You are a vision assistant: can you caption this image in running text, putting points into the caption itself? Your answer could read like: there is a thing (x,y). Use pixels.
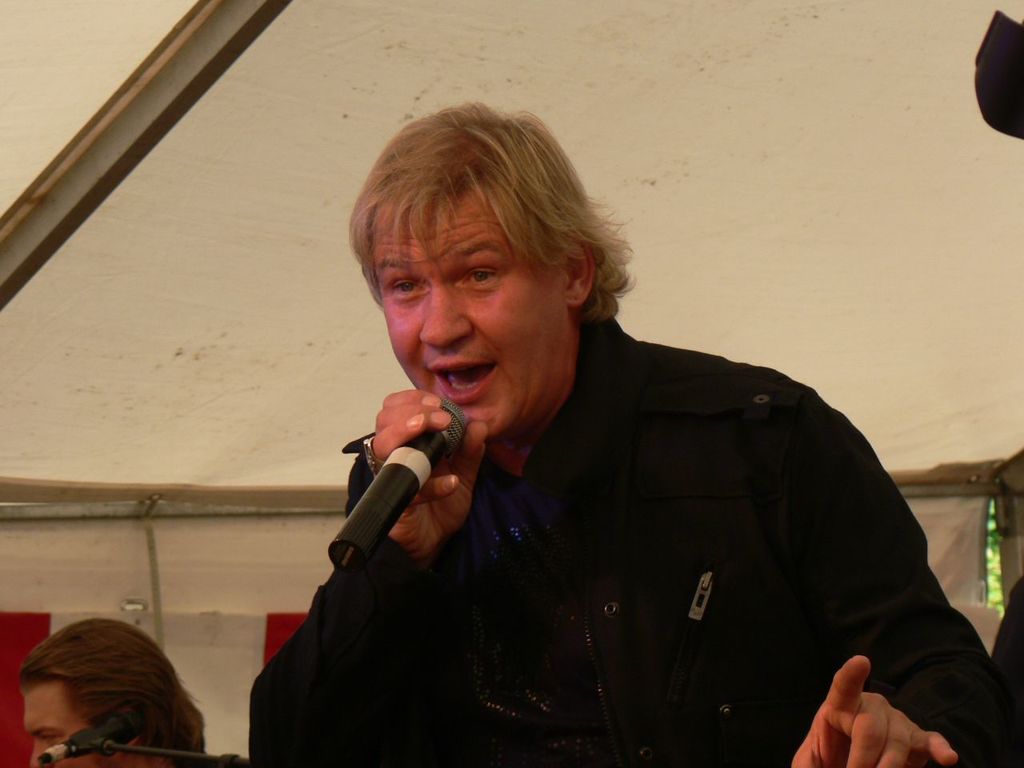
In this image I can see the person (461,505) is wearing black color dress (764,609) and holding the mic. I can see the mic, stand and another person's face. Background (341,329) is in cream and brown color.
